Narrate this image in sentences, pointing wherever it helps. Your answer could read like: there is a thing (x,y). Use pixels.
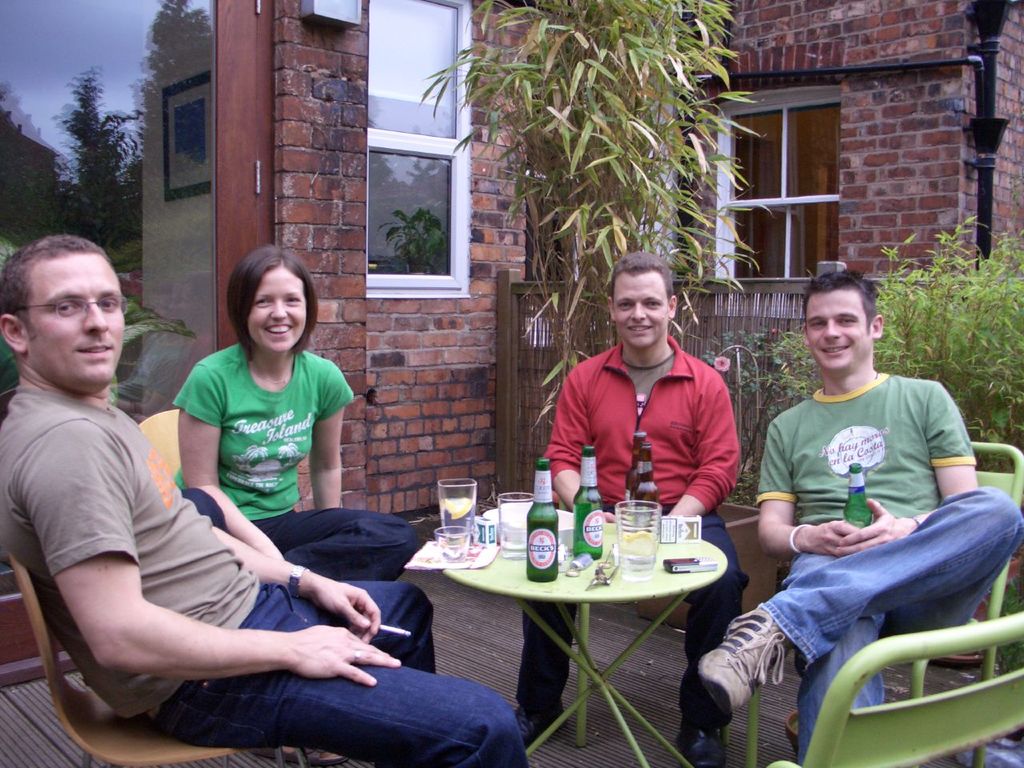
There are four people (278,409) sitting on chairs (965,647). On the right (846,605) the person (874,540) is holding a bottle (852,518). On the left (95,400) a person (97,335) is wearing specs (77,312) and watch (295,577). In front of them there is a table (547,593). On the table (571,592) there are bottles (591,519), glasses (645,564) and some other items (568,540). In the background (422,161) there is a building (367,184) with big wall (318,219). window (435,186), trees (610,175), plants (972,348) and a wooden fencing (737,323).
